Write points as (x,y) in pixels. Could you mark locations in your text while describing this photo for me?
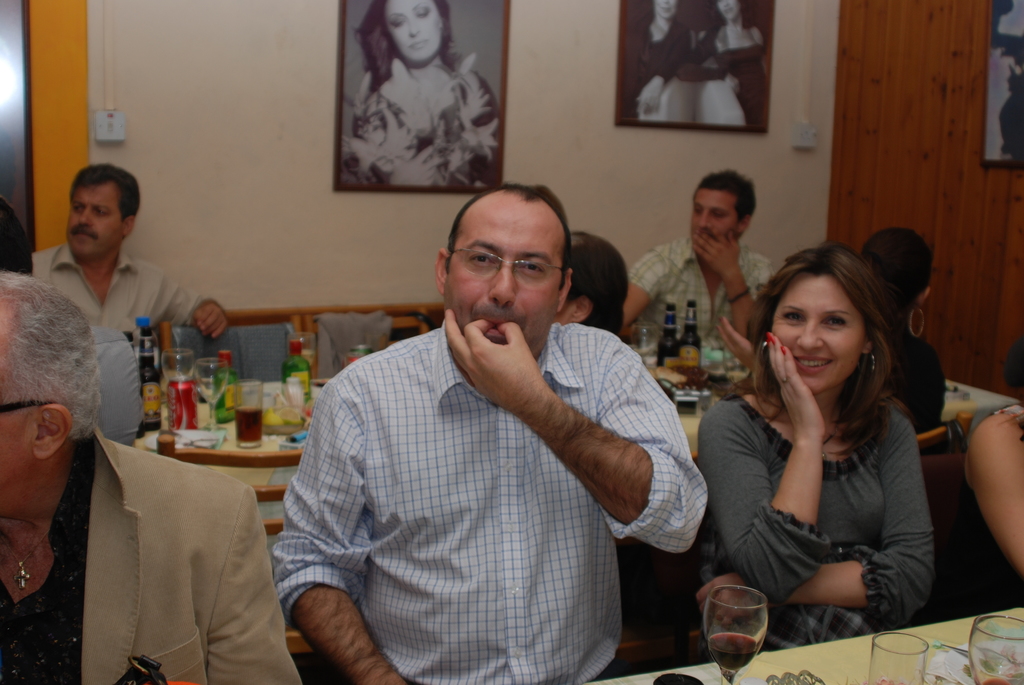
In this image there are group of people (447,472) sitting on the chair (219,452). The man (394,508) is whistling, woman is smiling. There is a dining table (266,482) which is covered with food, water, cans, wine (245,399), bottles (232,407). There is a wall (261,288) which is fixed with two frames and switchboard (107,139).
